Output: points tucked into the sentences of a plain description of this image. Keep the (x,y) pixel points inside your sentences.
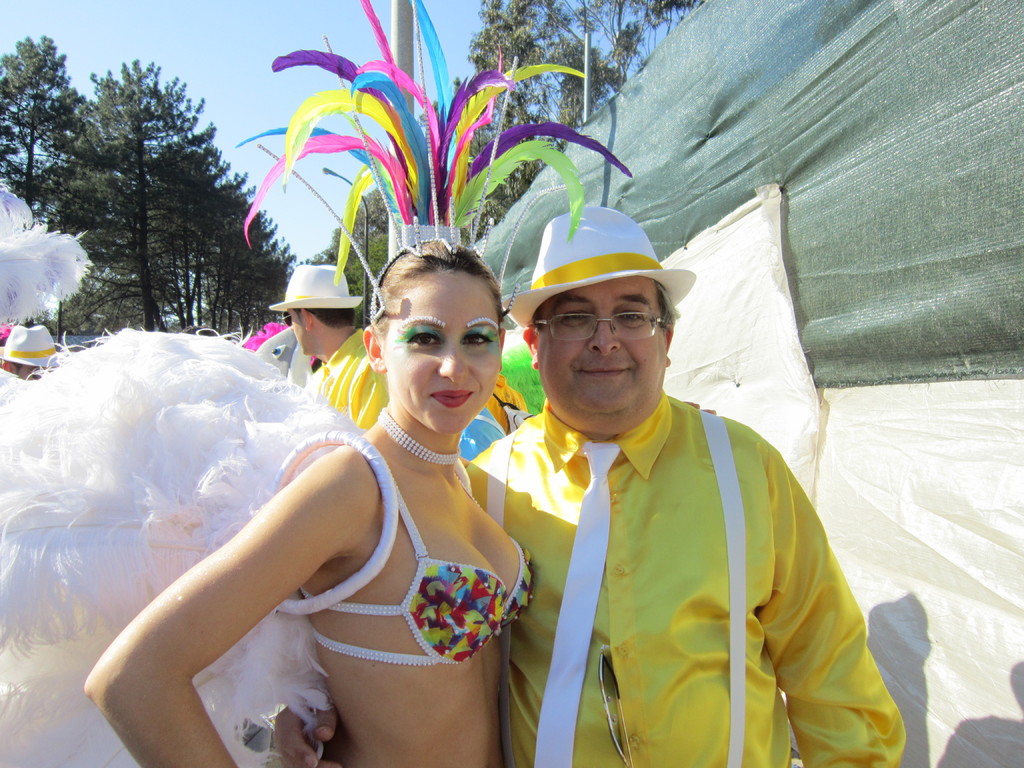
In this image there is a girl (443,491) on the left side (325,513) who is wearing the costume (388,536). On the right side (723,473) there is a man (615,563) who kept his hand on the girl (341,663). In the background (189,214) there are trees (23,135). On the right side (727,108) there is a fence (747,172). In the background (286,319) there are few people (45,338).
